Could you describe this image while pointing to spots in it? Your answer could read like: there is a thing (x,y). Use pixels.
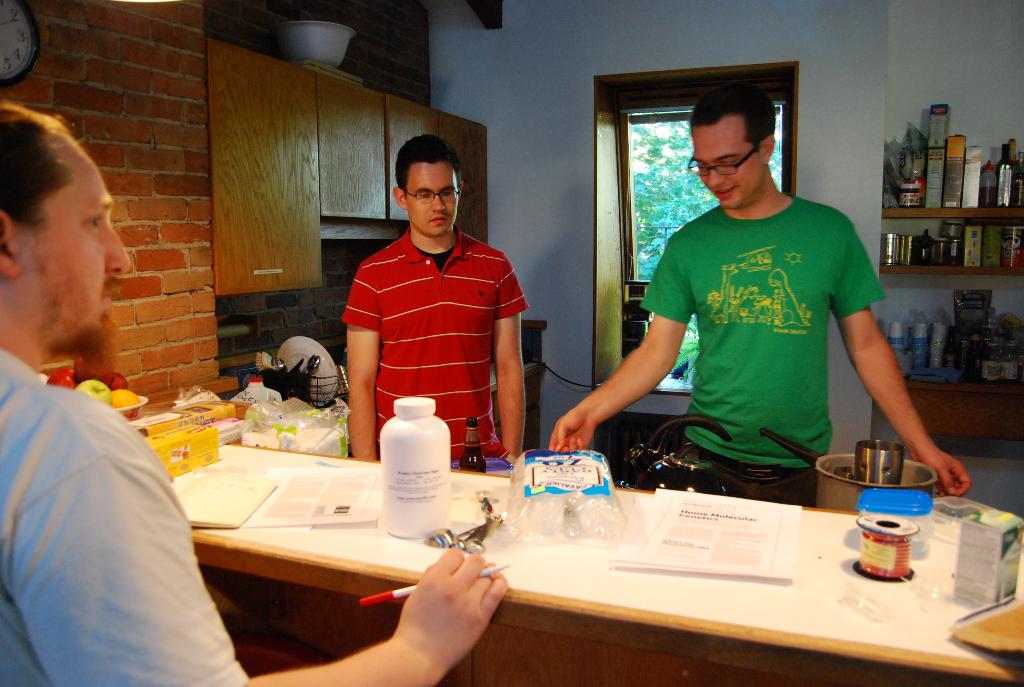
In this image there is a brick wall (103,13) with a watch (35,28) on the wall (145,27) and there is also a bowl (333,51) and it also has cupboards (372,150) and beside the wall (52,26) there is a window (613,111) and we can also see some shelves (1004,211) with some items (982,312) on it like some drinks (980,342) and some utensils (924,247) and here there are three people (768,182) where one person (750,307) is wearing green color shirt (740,373) and he is holding some cover (539,466) and there is another person (482,393) who is wearing red color shirt (454,287) and is watching the person's hand (561,418) and there is another person (111,533) who is sitting and holding a pencil (401,596) and he is also resting his hand (430,597) on a table (580,596) where there are some items (426,469) like a bottle (391,449) and apples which are green and red in color and also some utensils (315,395) are placed on it.
